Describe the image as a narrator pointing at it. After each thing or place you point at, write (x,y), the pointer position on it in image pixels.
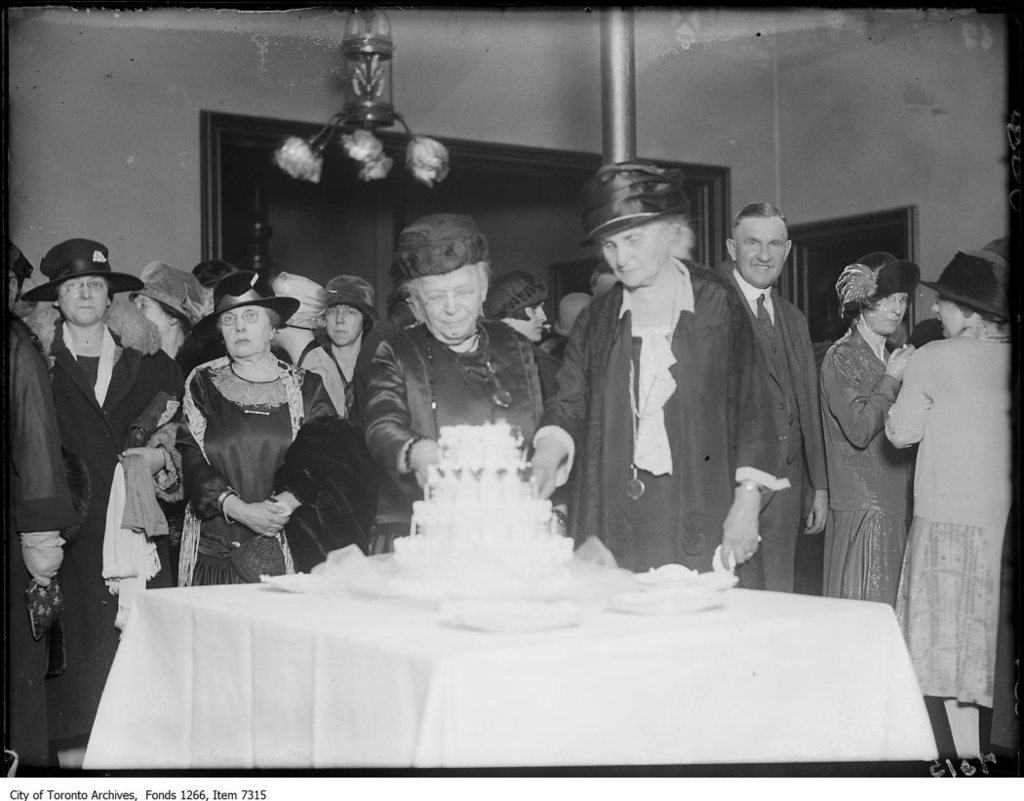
In the image we can see the black and white picture of the people (300,358) standing, wearing clothes (54,327) and some of them are wearing spectacles (253,313) and hats (411,250). Here we can see the table (380,658) on the table (344,681), we can see the white cloth (339,666) and on the white cloth (365,649) we can see the cake (446,501). Here we can see the pole (620,102) and the wall (122,120).
